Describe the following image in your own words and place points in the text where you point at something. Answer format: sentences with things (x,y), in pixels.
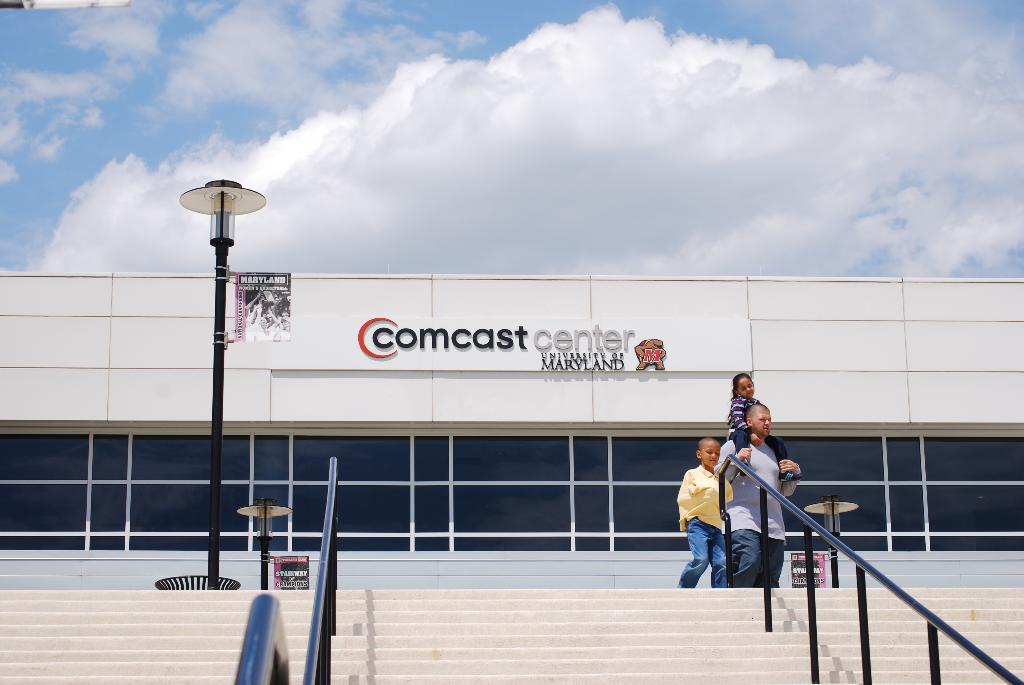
In this image we can see persons (735,446) standing on the floor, staircase (428,590), railings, street poles (219,315), street lights (231,241), building (837,391), name board (596,341) and sky (449,151) with clouds (502,150).
